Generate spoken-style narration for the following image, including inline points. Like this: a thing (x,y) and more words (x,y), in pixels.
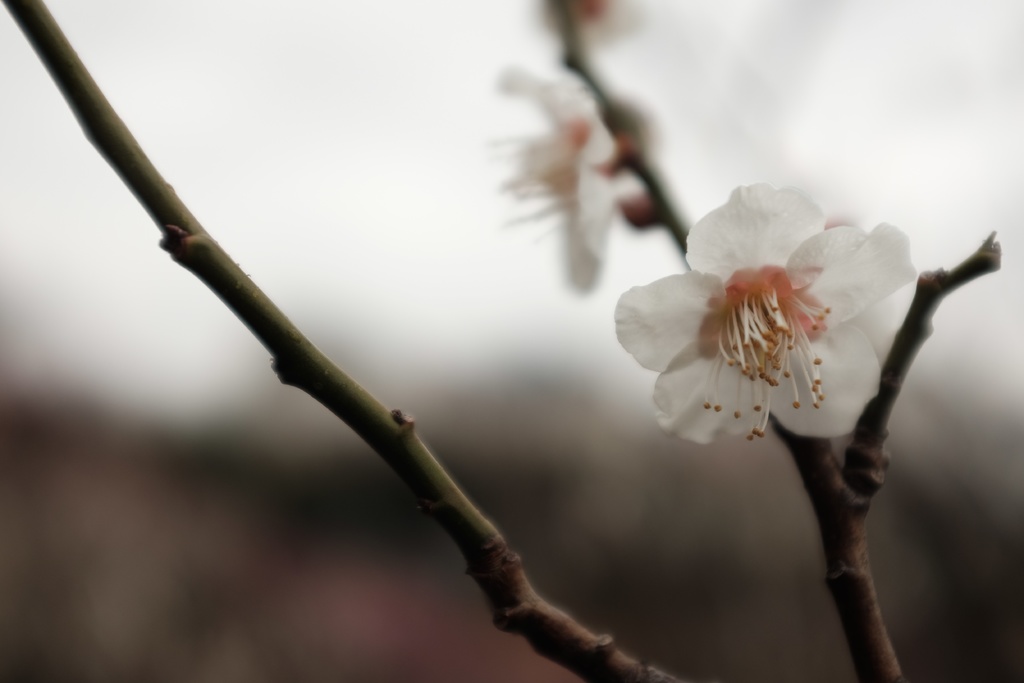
Here we can see flowers (700,373) and stem (886,447). There is a blur background (137,444).
